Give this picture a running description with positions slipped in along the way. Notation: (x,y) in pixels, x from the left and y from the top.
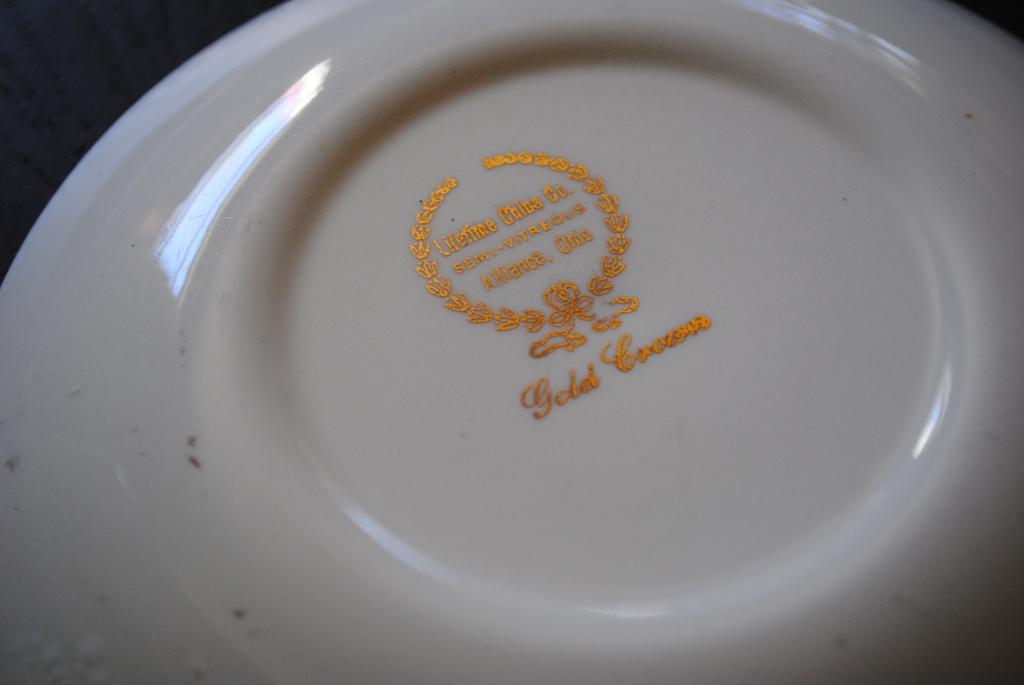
In this image I can see a plate (235,471) which is white in color on the black colored surface (95,72) and on the plate (197,185) I can see something is printed with gold color.
